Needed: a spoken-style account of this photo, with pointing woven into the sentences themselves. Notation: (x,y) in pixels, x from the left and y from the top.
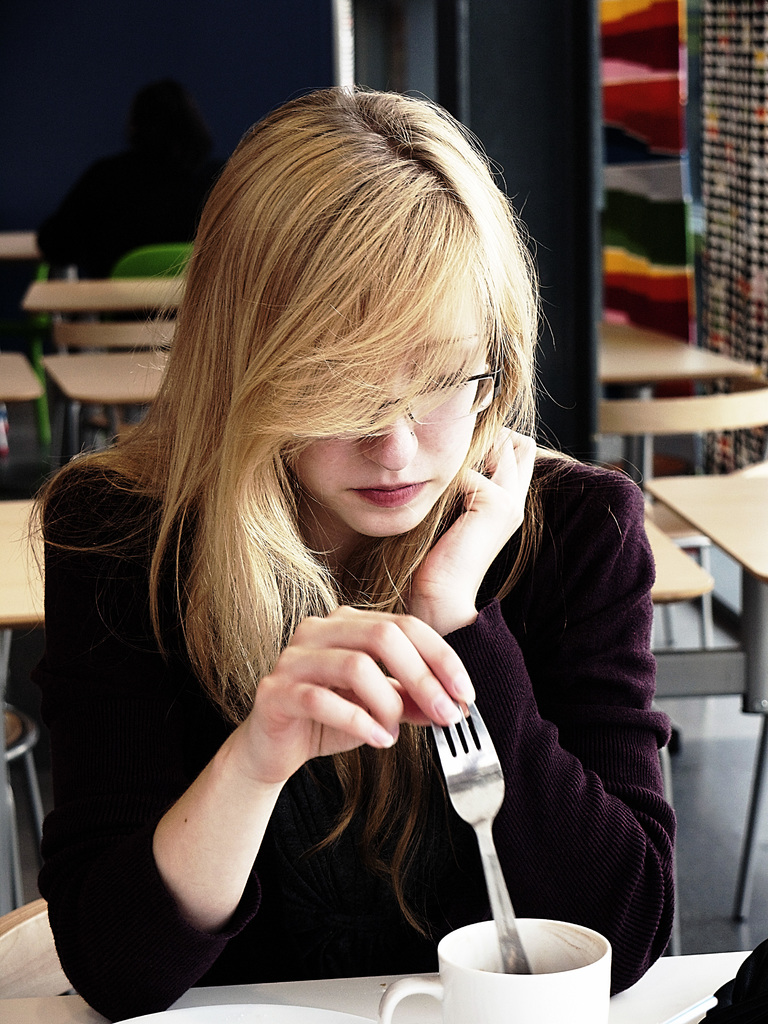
In this image i can see a woman (464,638) sitting holding a fork (458,795) there is a cup (467,937) in front of her at the back ground (578,177) i can see a wall (407,77) and a pole (548,122).
